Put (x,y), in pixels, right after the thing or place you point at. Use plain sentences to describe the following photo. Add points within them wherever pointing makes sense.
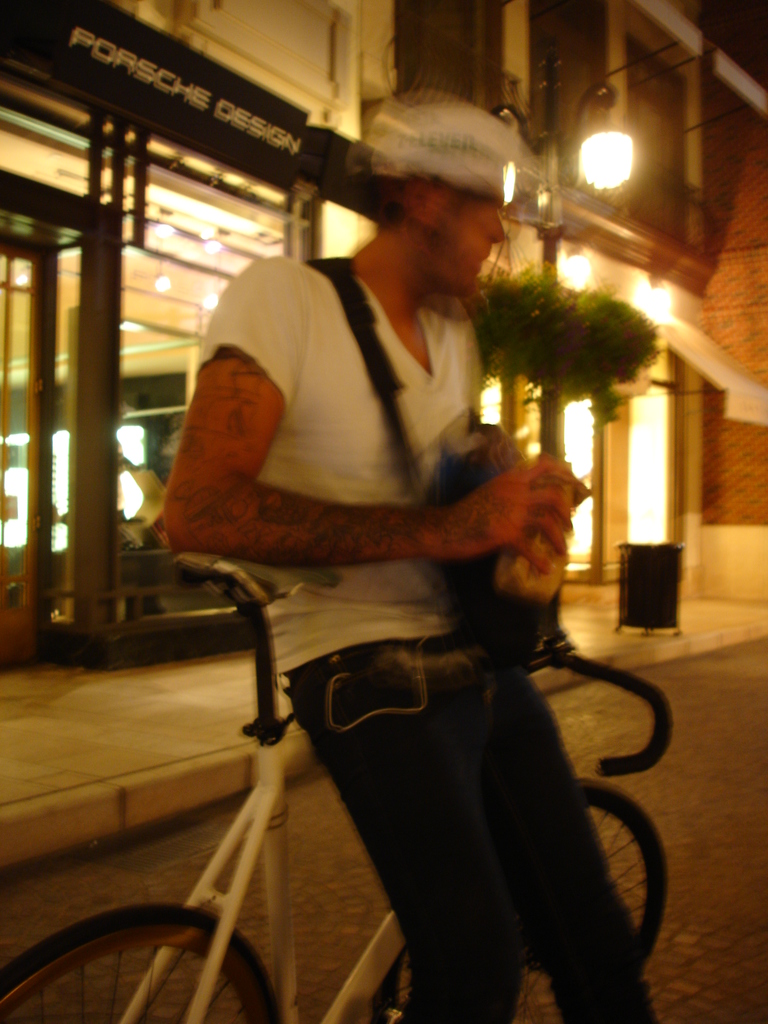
The person (251,414) wearing white shirt (343,406) is sitting on a bicycle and there is a store (196,302) behind him.
